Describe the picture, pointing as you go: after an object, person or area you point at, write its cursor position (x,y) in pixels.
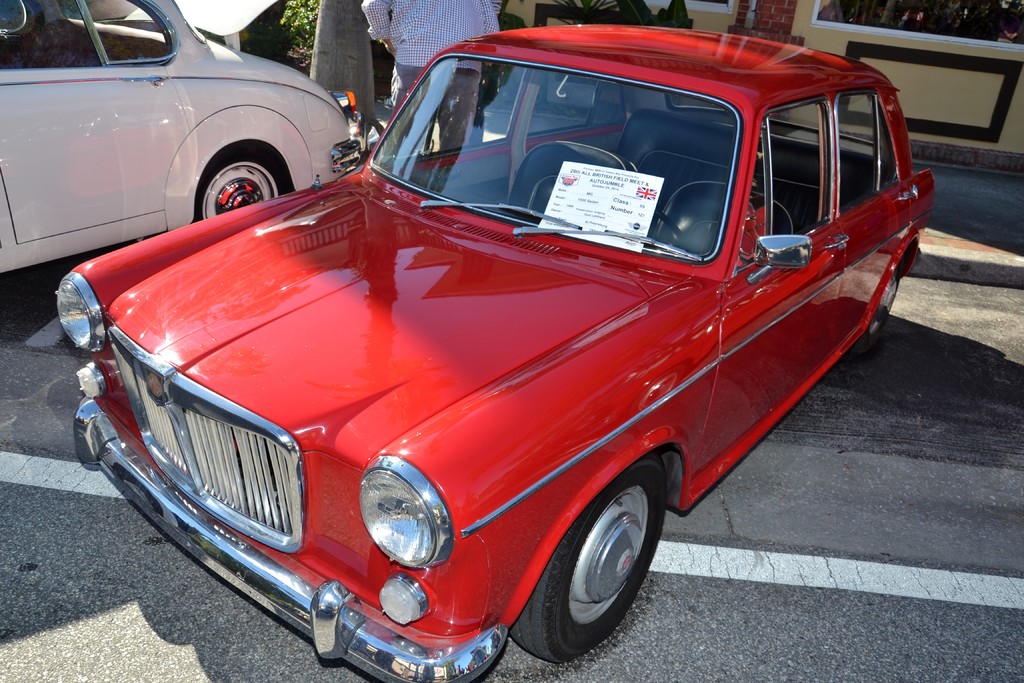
In this image, we can see a red car (622,294) on the path (891,563). In the background (228,103), we can see a person (392,31), vehicle (228,103), plant (295,39), wall (517,11) and walkway (963,193).
